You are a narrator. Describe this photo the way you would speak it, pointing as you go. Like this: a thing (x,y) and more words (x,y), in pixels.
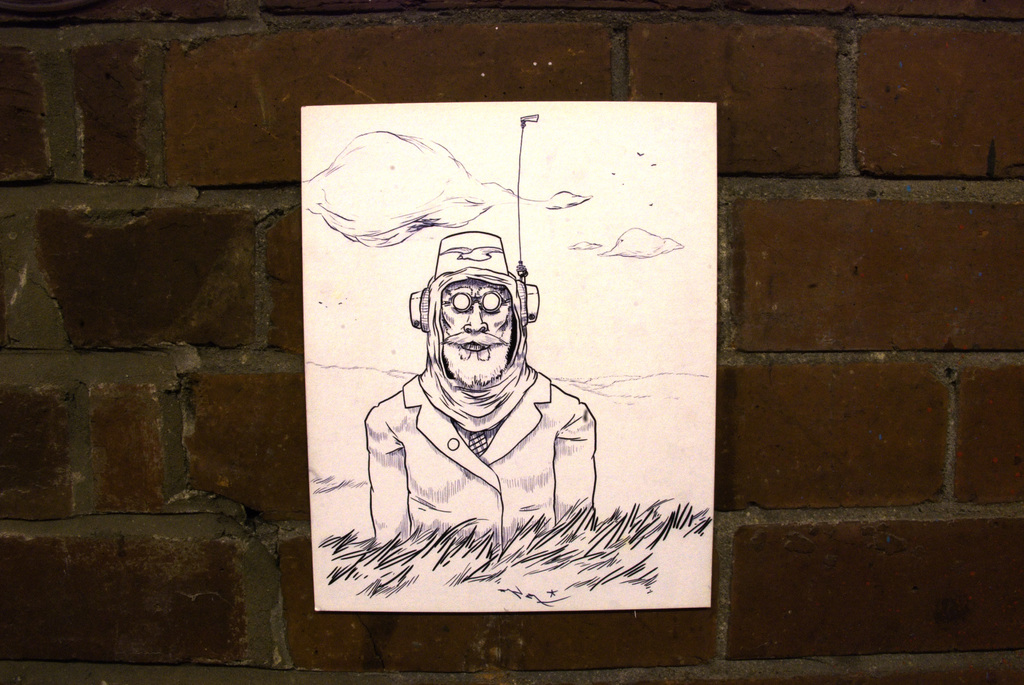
In this image I can see the paper (408,337) to the brick wall (155,375). I can see the sketch of person (430,432) on the paper (410,407).
